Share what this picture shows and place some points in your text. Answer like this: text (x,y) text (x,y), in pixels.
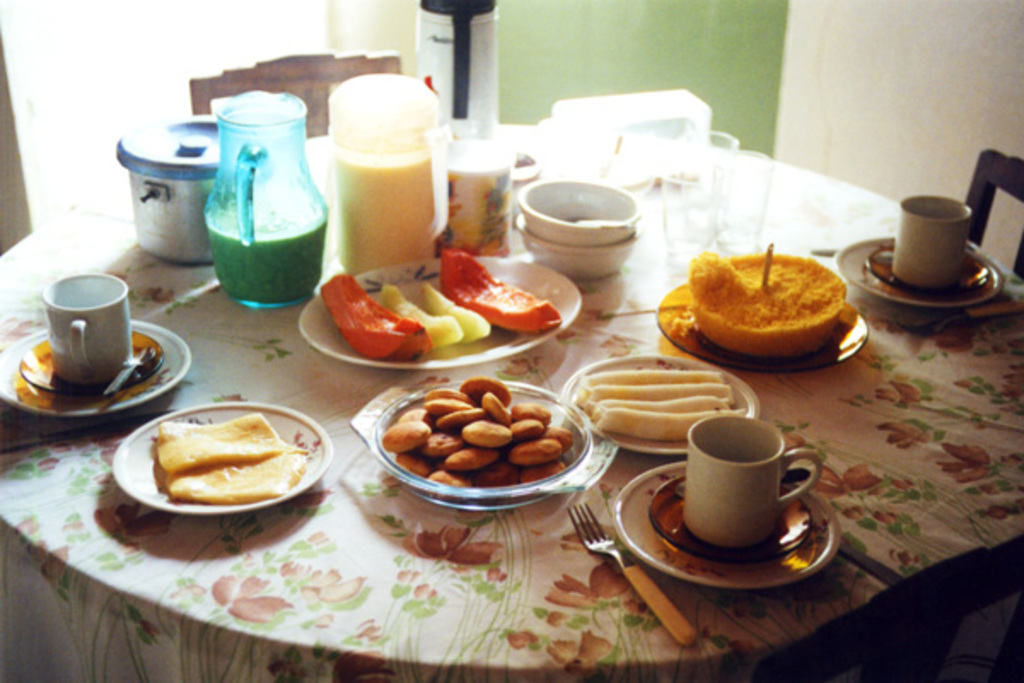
In this image, There is a table (822,581) which is covered by a cloth (367,613) on that table (416,606) there are some food items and there are some glasses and there are some plates (720,556) and there is a jug (277,244) which is in green and yellow color, In the background (324,76) there is a chair (317,108) which is in brown color and there is a wall (651,54) which is in green color.
